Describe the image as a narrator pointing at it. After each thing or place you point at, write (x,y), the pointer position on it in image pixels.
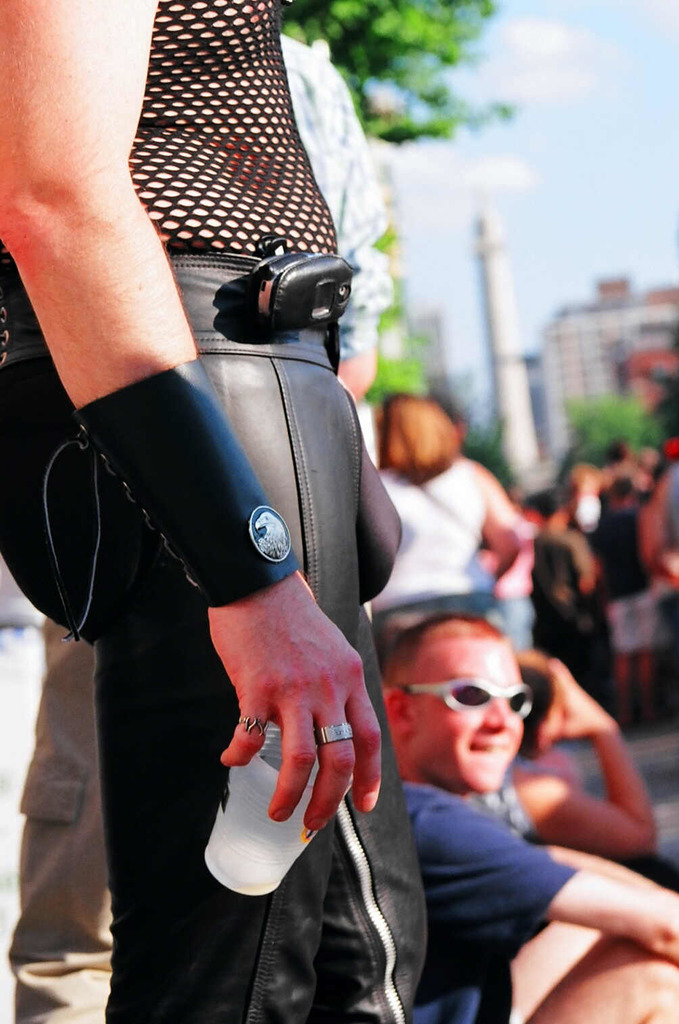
In this image I can see people (320,649) where few are sitting and rest all are standing. Here I can see one person (281,891) is holding a glass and in background (546,420) I can see few buildings (497,364), few trees (340,15) and I can see this image is little bit blurry from background (482,76).
